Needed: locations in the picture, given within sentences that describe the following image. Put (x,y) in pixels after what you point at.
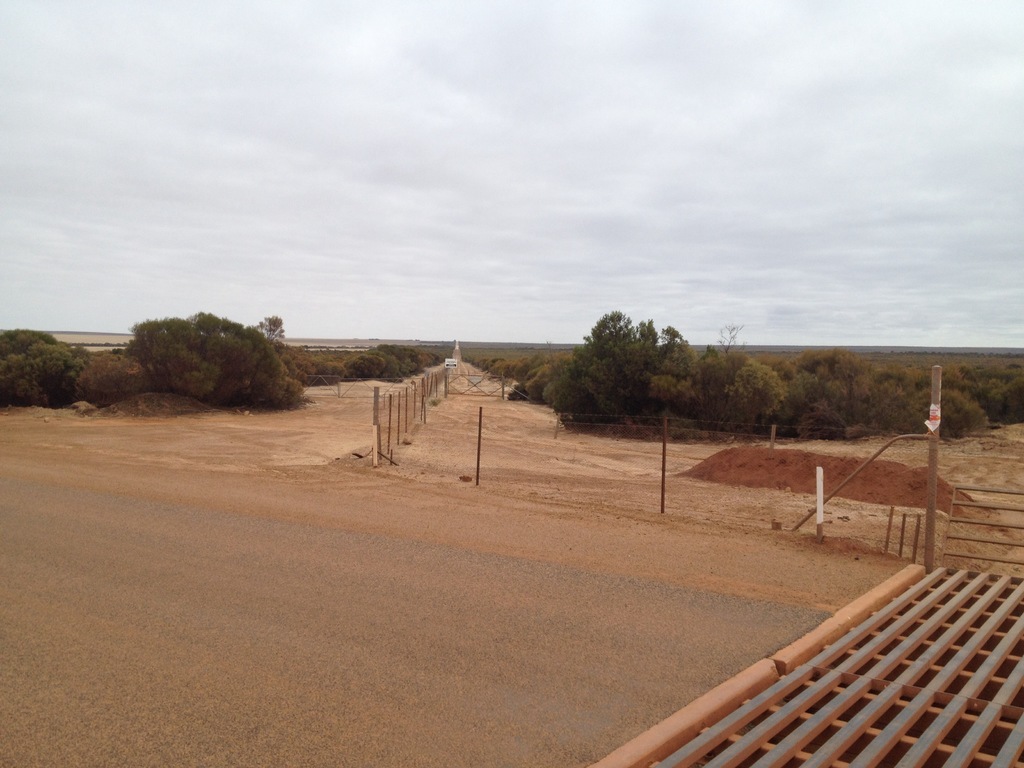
In the bottom right of the image (903,651) there is a grill type object (883,676). And at the bottom of the image (729,645) there is road (430,551). Behind the road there are fencing poles (407,433). And also there are trees (737,378) and sand (875,476) on the ground (830,491). At the top of the image (718,100) there is sky (623,223).
